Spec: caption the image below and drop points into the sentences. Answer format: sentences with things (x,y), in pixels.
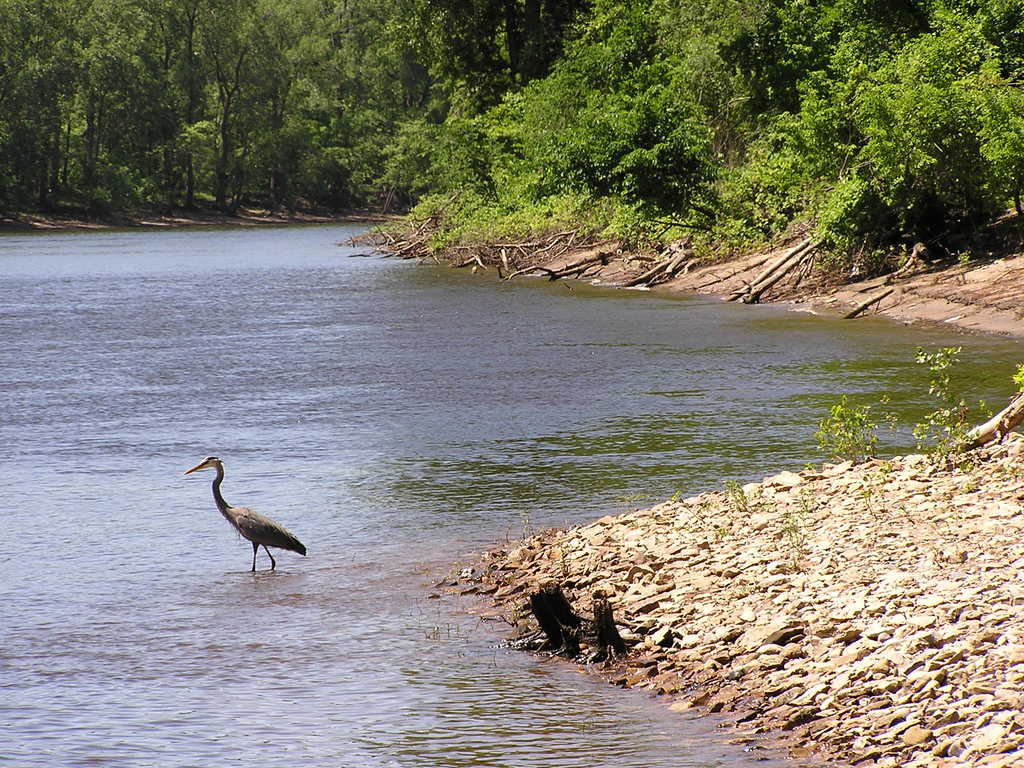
In the image there is a bird (250,534) standing in middle of pond (515,435), on either side of it there are trees (276,83) on the land (800,585).
